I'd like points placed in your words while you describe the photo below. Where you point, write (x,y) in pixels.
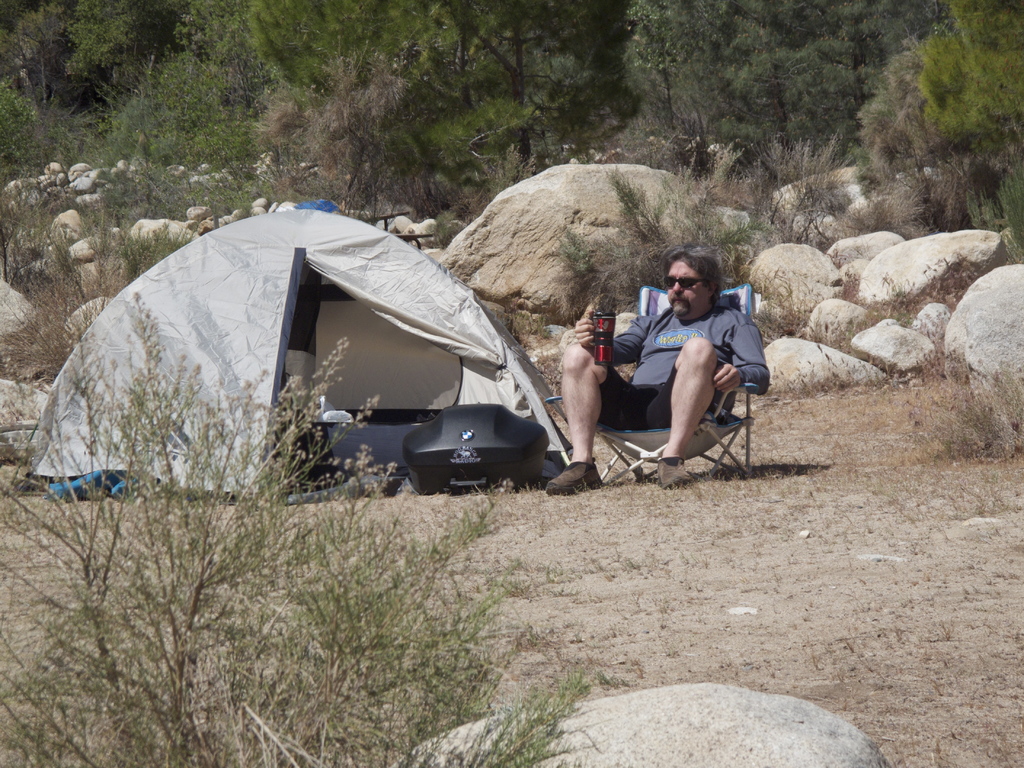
In this image we can see a man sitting on a chair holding a glass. We can also see a tent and a container (464,491) beside him. On the backside (812,237) we can see some plants (767,233), stones (838,246) and a group of trees (689,72).
